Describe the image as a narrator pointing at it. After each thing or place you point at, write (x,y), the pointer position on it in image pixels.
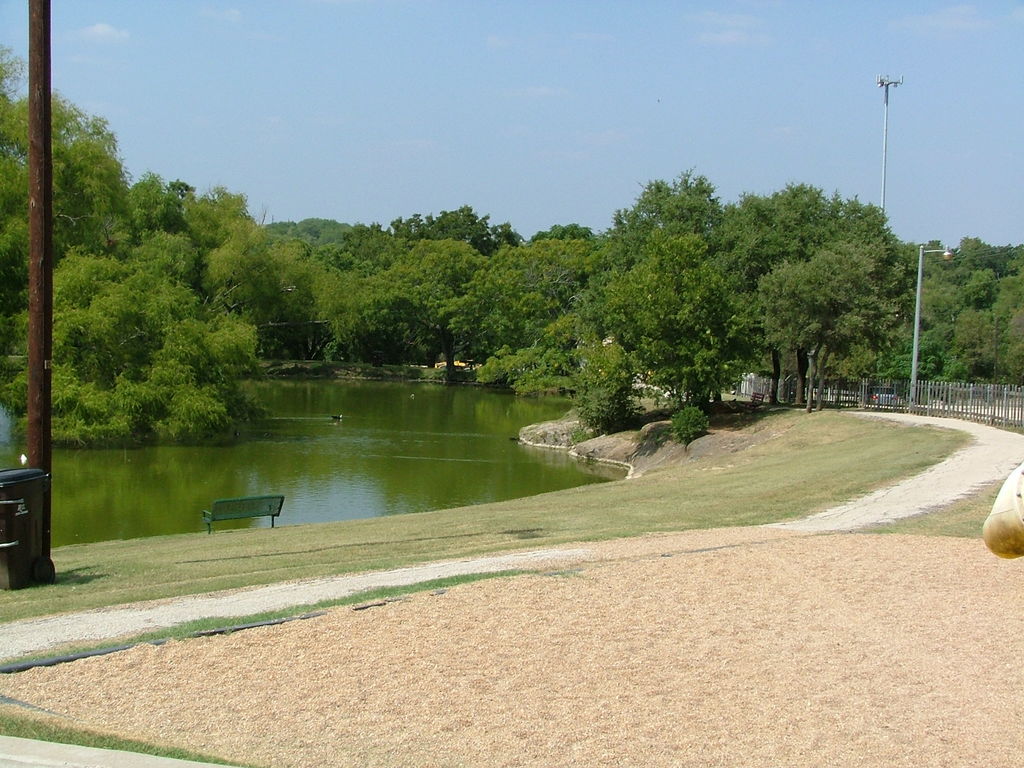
In this picture we can see a bench (221,499) on the ground (629,470), dustbin (7,556), poles (32,375), trees (760,315), water (382,395), fence (830,382) and in the background (524,107) we can see the sky (563,102) with clouds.
